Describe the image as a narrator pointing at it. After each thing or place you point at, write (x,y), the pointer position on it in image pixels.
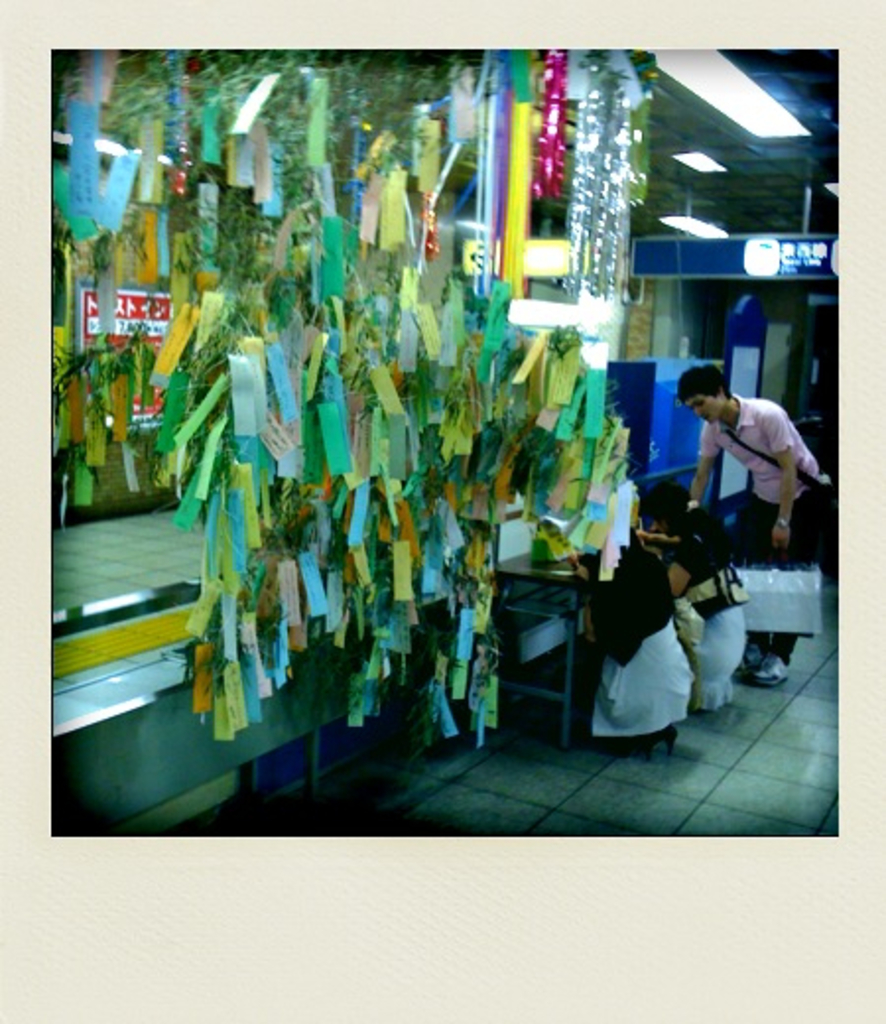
In the center of the image (458,598) we can see papers (332,271) and decors (485,250). On the right side of the image (804,452) we can see person (612,614) at the table (568,639). In the background (78,594) we can see floor (103,569) and wall (654,312).
